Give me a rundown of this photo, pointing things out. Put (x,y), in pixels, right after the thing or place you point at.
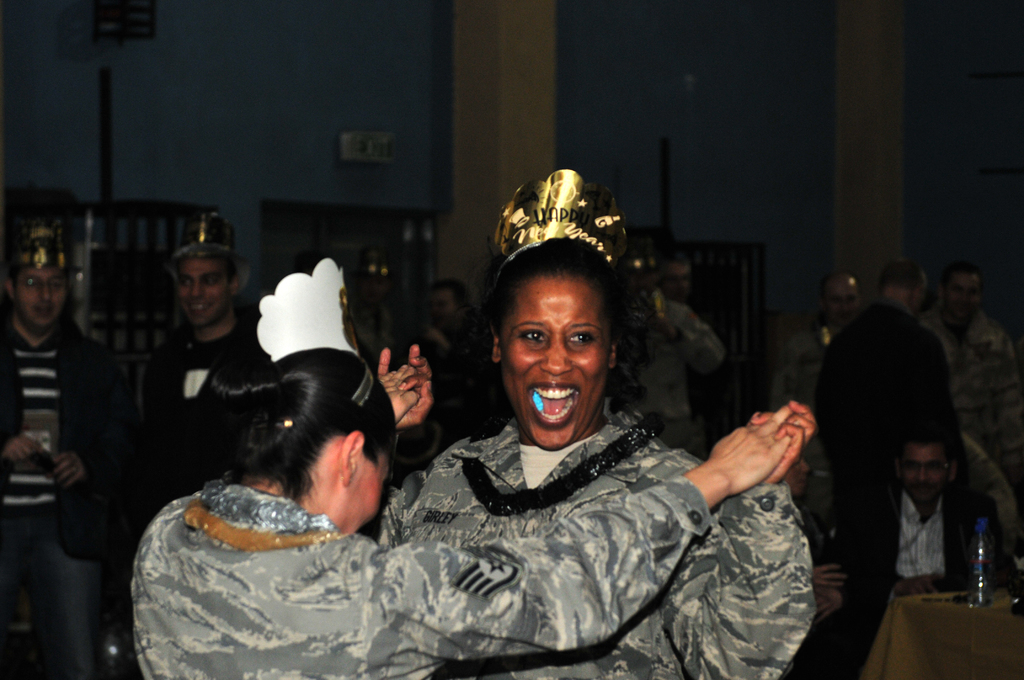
In this image there are two women (583,417) holding their hands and laughing, behind them there are few men (866,308) standing, and there are few men (866,535) seated on a chair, in front of them there is a table (968,614) on top of the table (982,615) there is a bottle (981,549) of water (989,569).
